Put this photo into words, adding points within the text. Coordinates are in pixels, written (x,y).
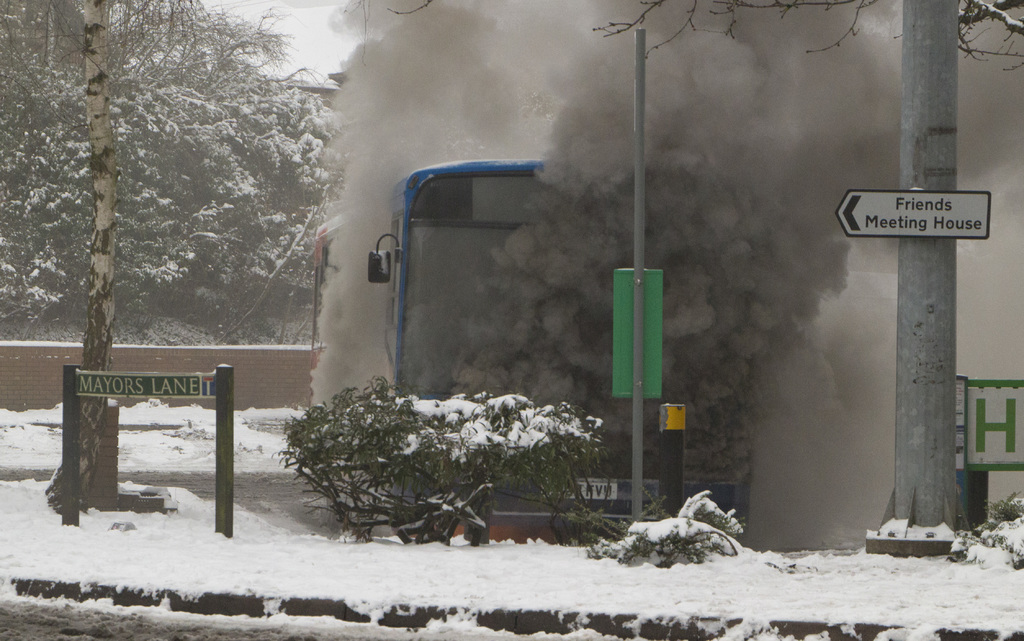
In this image we can see a vehicle (518,316). We can see the smoke (766,167) in the image. We can see the snow (344,546) in the image. There are few trees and plants (496,486) in the image. There is some text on the boards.
